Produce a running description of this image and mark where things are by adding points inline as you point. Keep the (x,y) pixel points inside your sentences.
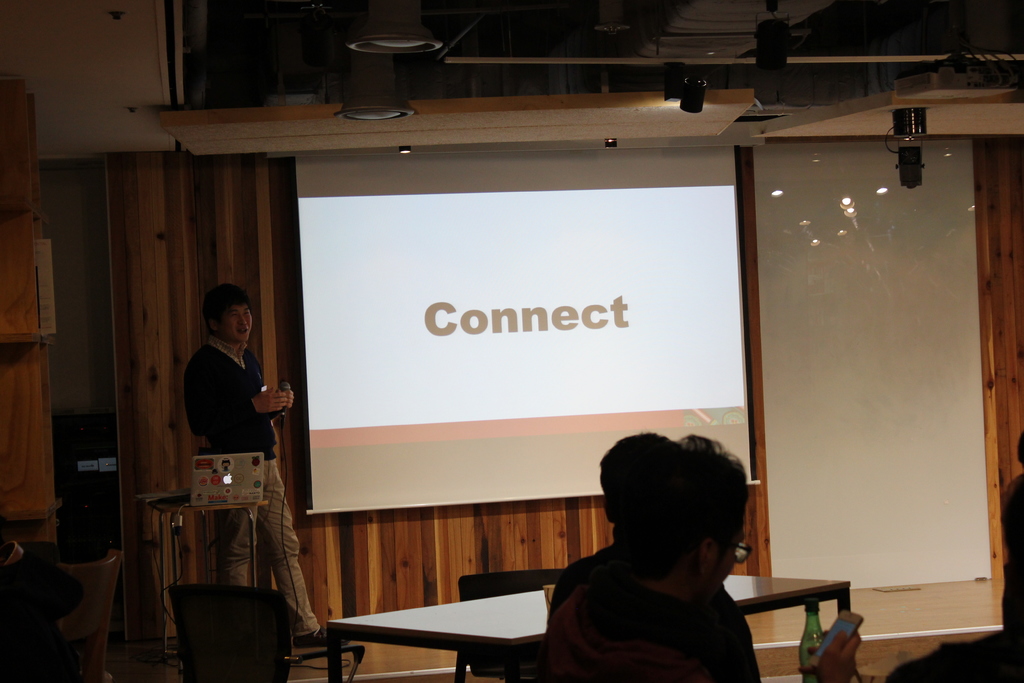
In this image I can see people (626,625). Among them one person (273,448) is holding the mic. To the left (303,332) him there is a screen (600,380).
